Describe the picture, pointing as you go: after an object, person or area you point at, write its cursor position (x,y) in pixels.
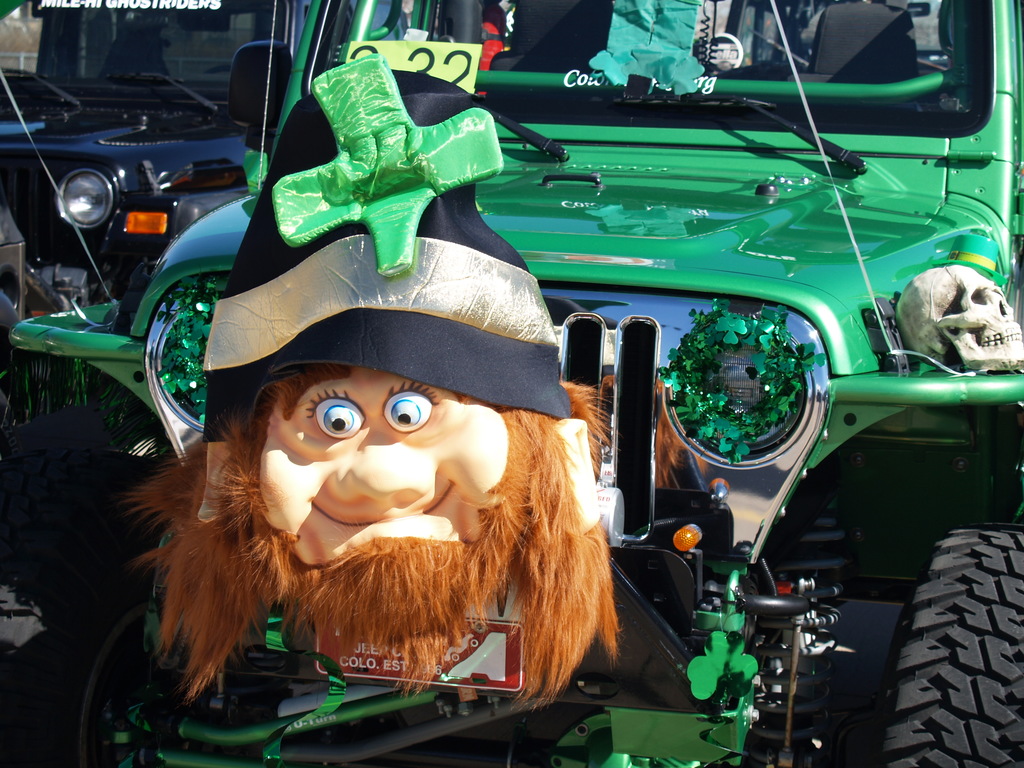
In the center of the image (384,314) there is a toy (292,389) to the car (677,324). In the background (140,106) there is a black color jeep (126,110).
